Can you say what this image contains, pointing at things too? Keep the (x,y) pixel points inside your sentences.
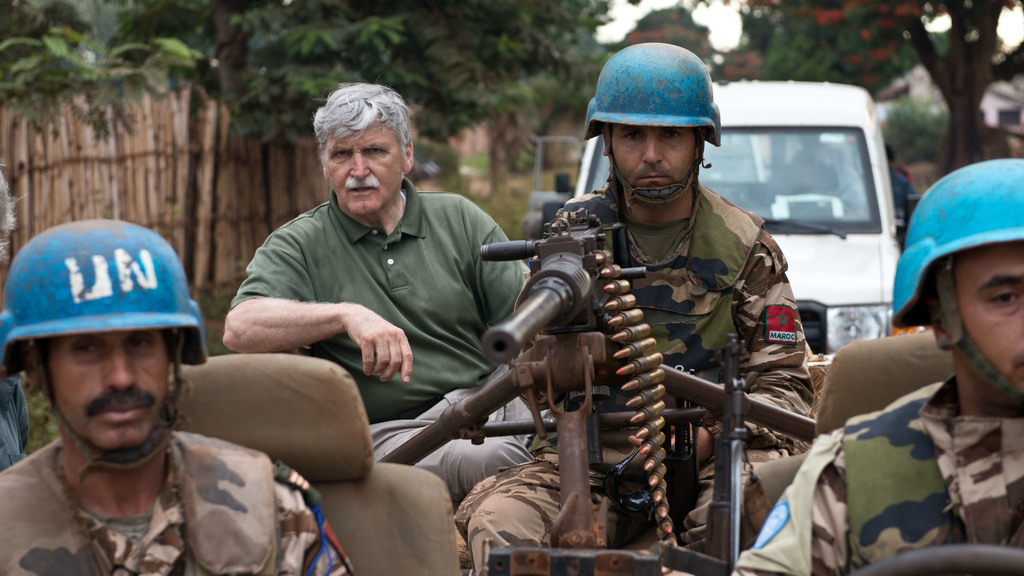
In this we can describe about the military soldier (653,138) wearing blue color helmet (637,94) sitting with machine gun (595,411) in the jeep (586,480). Beside there is a man (473,255) wearing green color t-shirt (447,307) sitting and looking into the camera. In the background (167,161) we can see a bamboo wall (146,114) and some trees (288,91).
